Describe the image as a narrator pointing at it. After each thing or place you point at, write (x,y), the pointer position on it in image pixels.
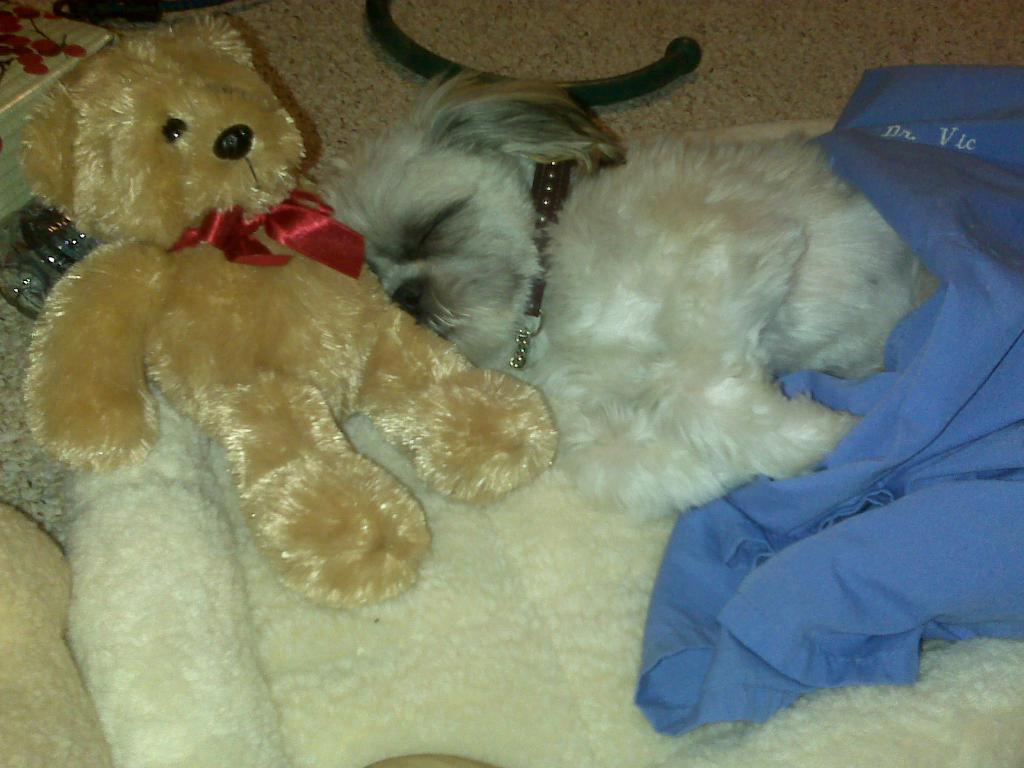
In the image we can see a toy (260,264) and a dog (432,278), this is a carpet (790,58), dog mat (552,549), cloth (859,576), glass (65,266) and other objects (63,63).
